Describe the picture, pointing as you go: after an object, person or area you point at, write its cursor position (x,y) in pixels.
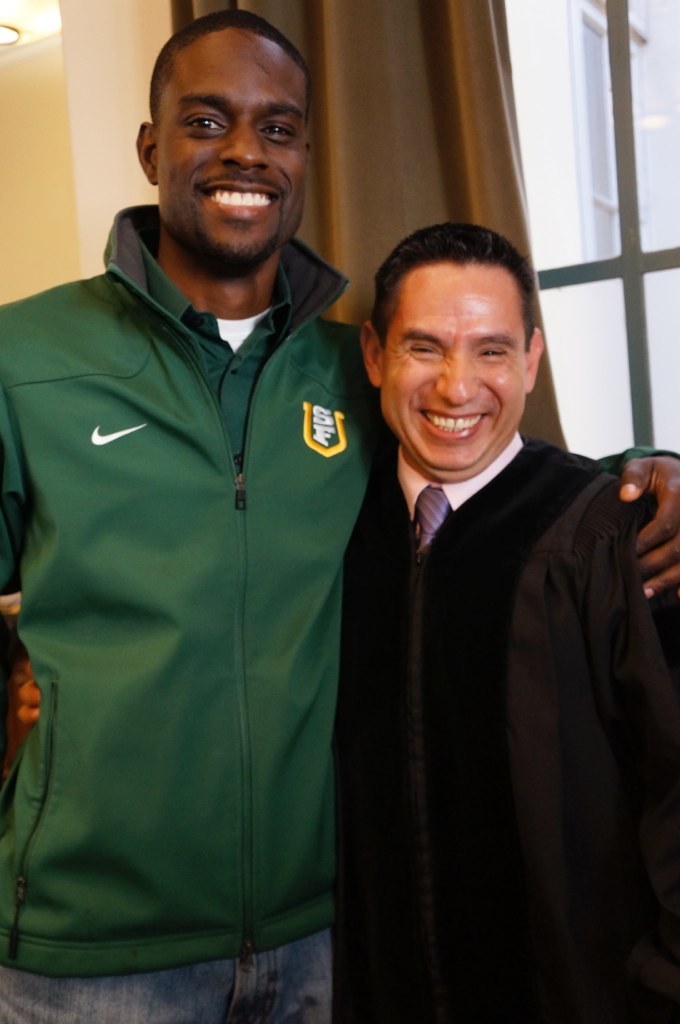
There are two persons (364,671) standing as we can see in the middle of this image, and there is one curtain (381,132) is present to a window (545,202) in the background (623,205).
